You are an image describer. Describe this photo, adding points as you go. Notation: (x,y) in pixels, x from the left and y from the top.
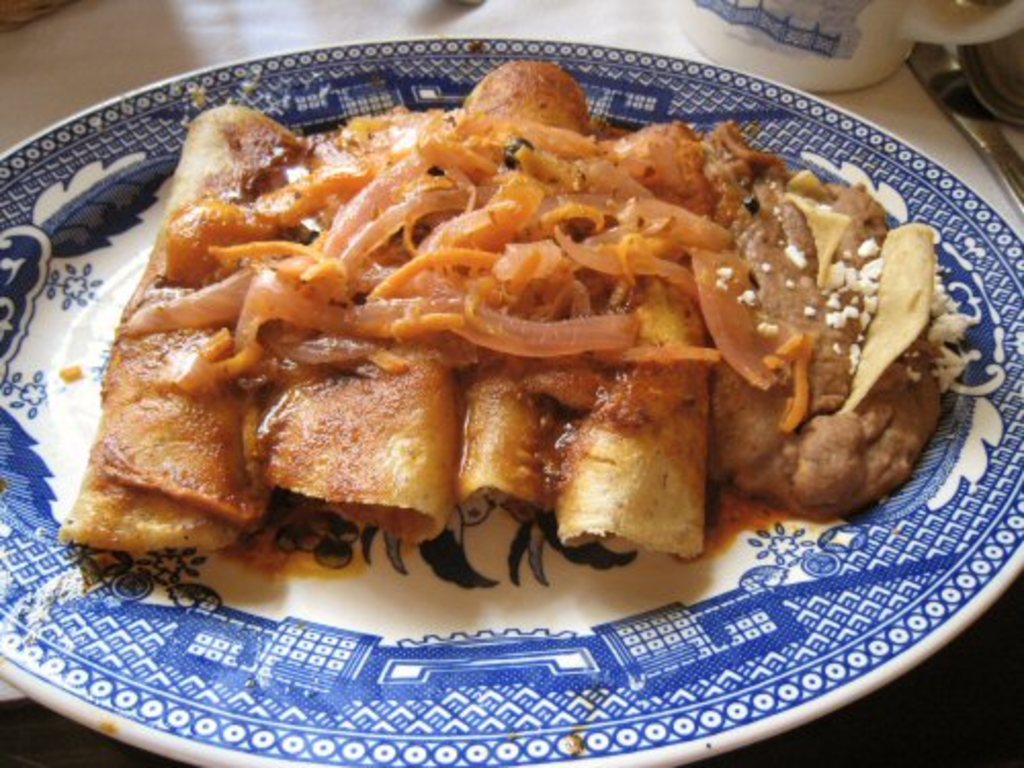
In this picture we can see some food (207,501) in the white and blue color plate (575,666) which is placed on the white cloth (196,56). Beside there is a teacup (709,55).
